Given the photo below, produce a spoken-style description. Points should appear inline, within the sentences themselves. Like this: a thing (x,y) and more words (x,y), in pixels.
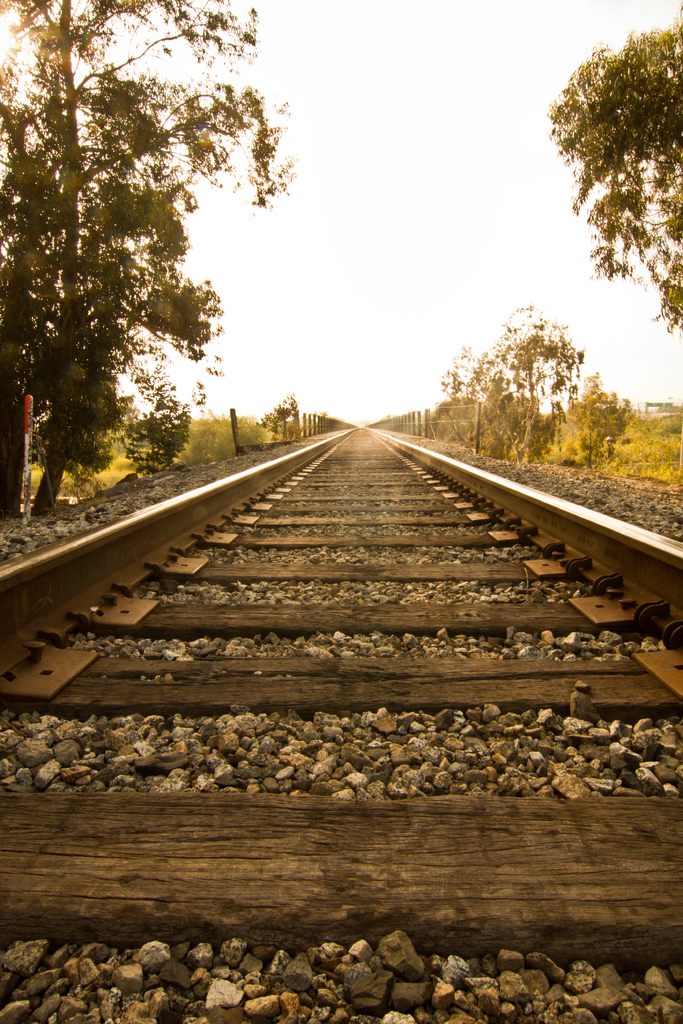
In this picture we can see a railway track (332,695), stones (323,787) and wooden items (336,608) on the path (353,447). On the left (143,423) and right side of the track (378,461) there are trees (140,383), poles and sky (382,253).
